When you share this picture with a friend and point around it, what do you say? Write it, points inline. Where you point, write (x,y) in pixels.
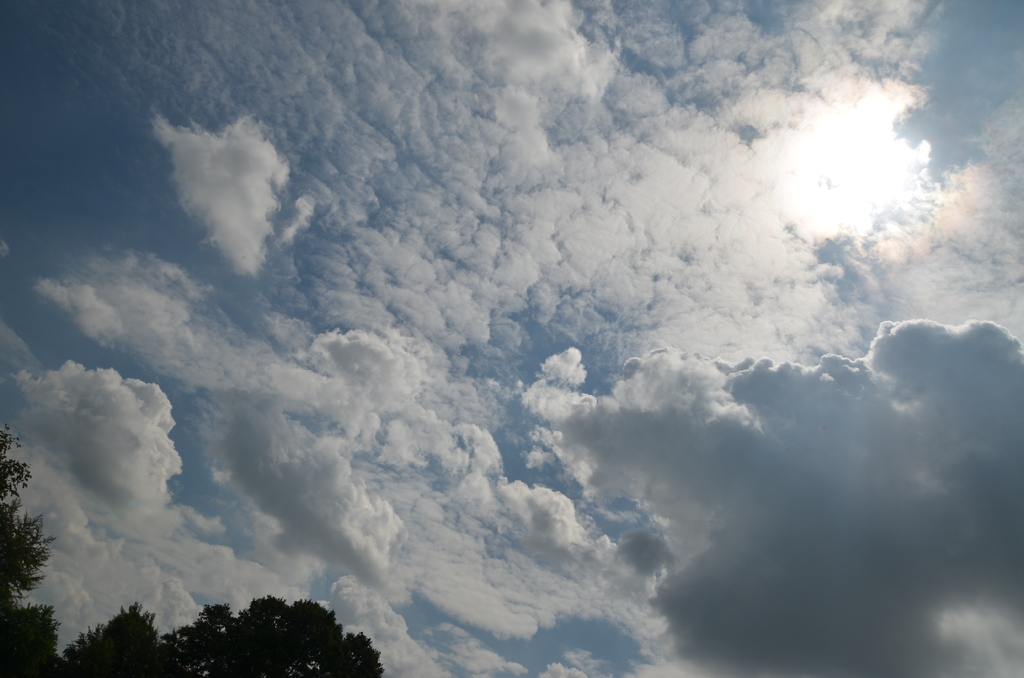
In this image we can see group of trees (148,644) and in the background (869,657) we can see cloudy sky (719,303).
